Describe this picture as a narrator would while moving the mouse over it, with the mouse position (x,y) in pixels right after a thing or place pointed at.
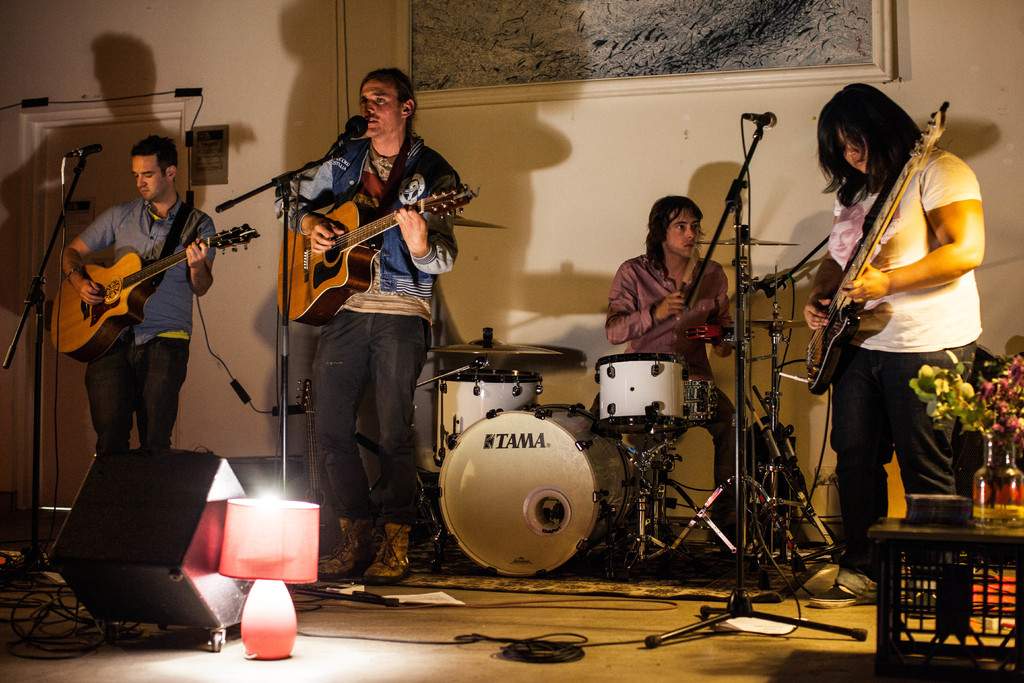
In the picture we can find a three people (372,342) standing, two men (351,327) and one woman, just beside to them there is one person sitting on a chair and playing a drums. The three people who are standing are holding a guitar (320,299) and singing a song in the microphones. In the background (543,308) we can find a wall (545,241) and a painting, And on the floor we can also find a lamp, music box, wires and some plants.
